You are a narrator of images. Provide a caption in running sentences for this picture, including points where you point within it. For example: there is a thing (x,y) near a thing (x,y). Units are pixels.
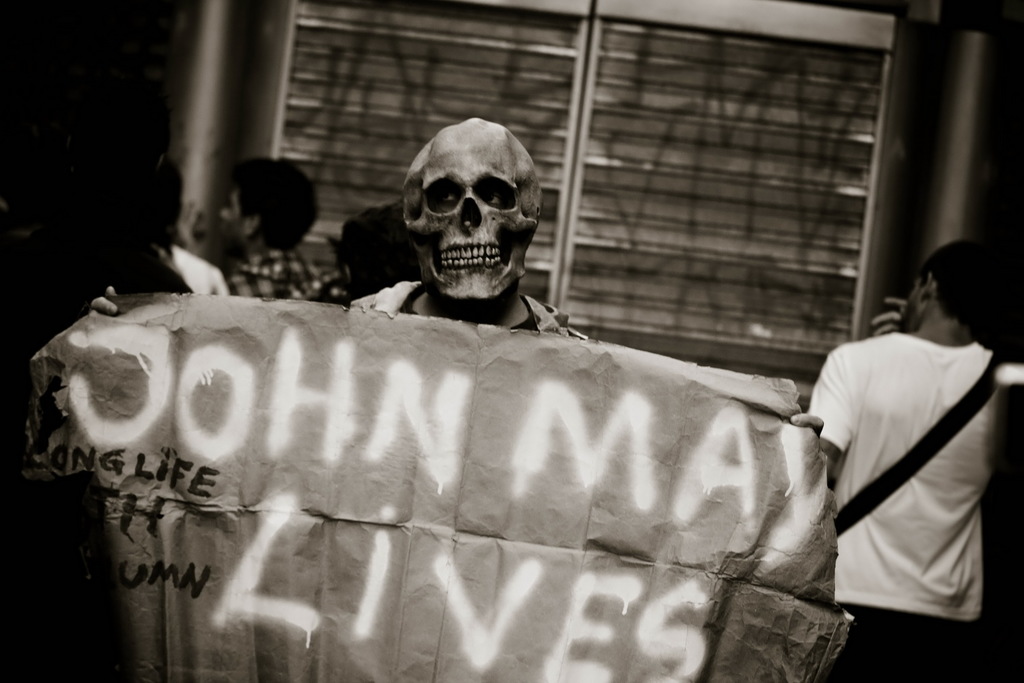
This is a black and white picture where we can see a person (369,305) wearing a skull mask (464,261) is holding a placard (440,645) on which we can see some text (255,371) is written. The background of the image (393,255) is blurred, where we can see a few more people (77,224) are standing.
